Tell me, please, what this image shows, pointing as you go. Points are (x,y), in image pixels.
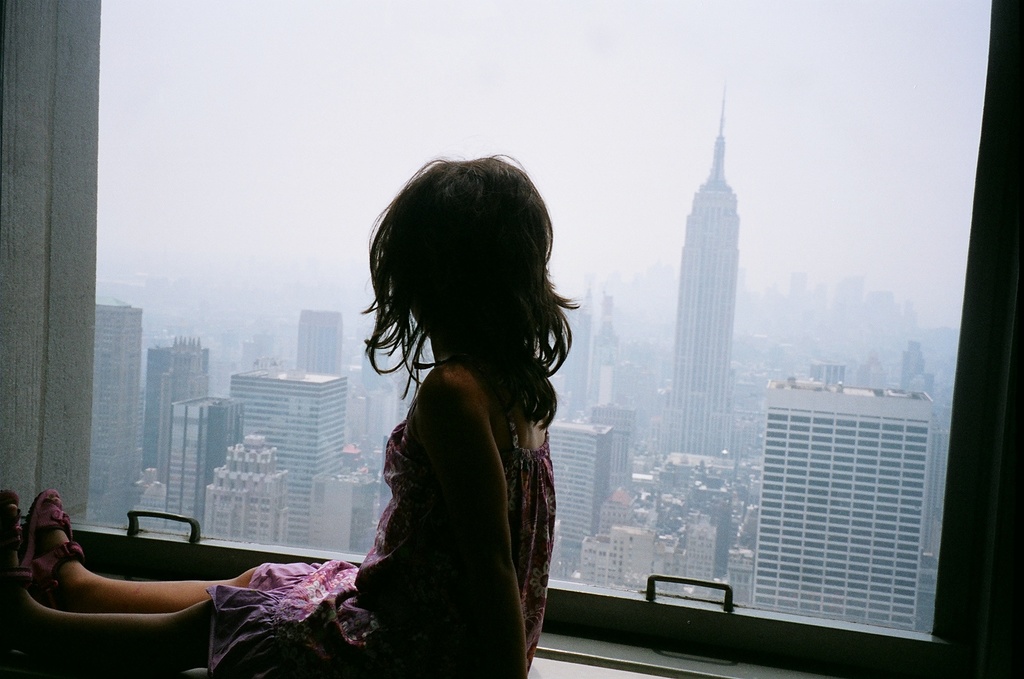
In the picture we can see a girl child (462,627) sitting near the window (976,586) and from the glass window (685,396) we can see buildings (636,494), tower buildings (814,403) and sky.
